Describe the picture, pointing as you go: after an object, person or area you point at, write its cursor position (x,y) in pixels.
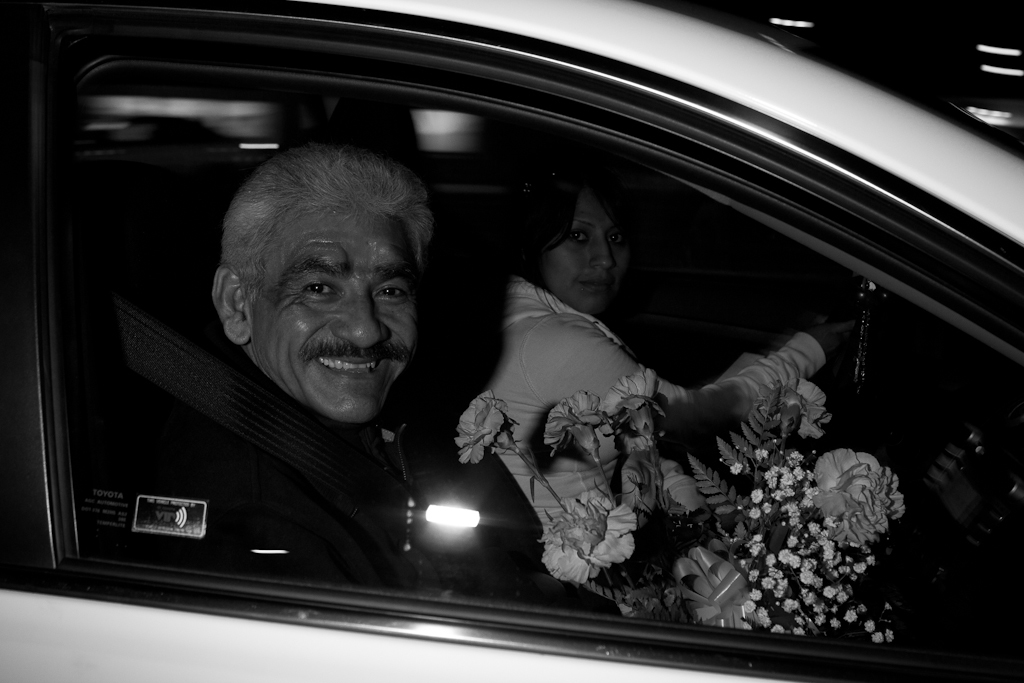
In this picture two people (602,271) are inside a car (731,128) and the man (357,385) has some beautiful flowers (650,512) in his hand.
